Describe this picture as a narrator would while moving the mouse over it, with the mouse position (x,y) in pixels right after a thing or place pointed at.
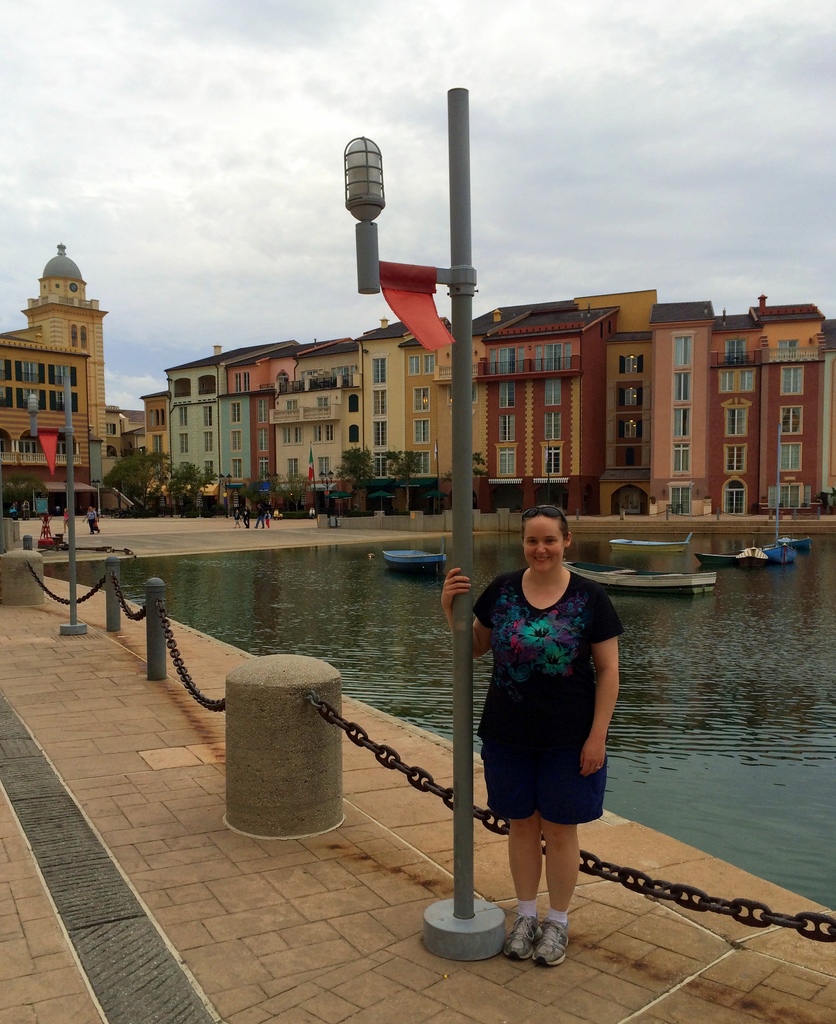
This is an outside view. Here I can see a woman (541,596) holding a pole (464,598), standing on the platform (98,914), smiling and giving pose for the picture. At the back of her there is a metal chain (371,746). On the right side (672,654) there is a river (750,739) and I can see few boats (609,571) on the water (697,777). In the background (615,451) there are many buildings (284,475), trees (397,473) and also I can see few people (250,516) on the road (167,522). At the top of the image (170,166) I can see the sky (181,44) and clouds (99,44).
